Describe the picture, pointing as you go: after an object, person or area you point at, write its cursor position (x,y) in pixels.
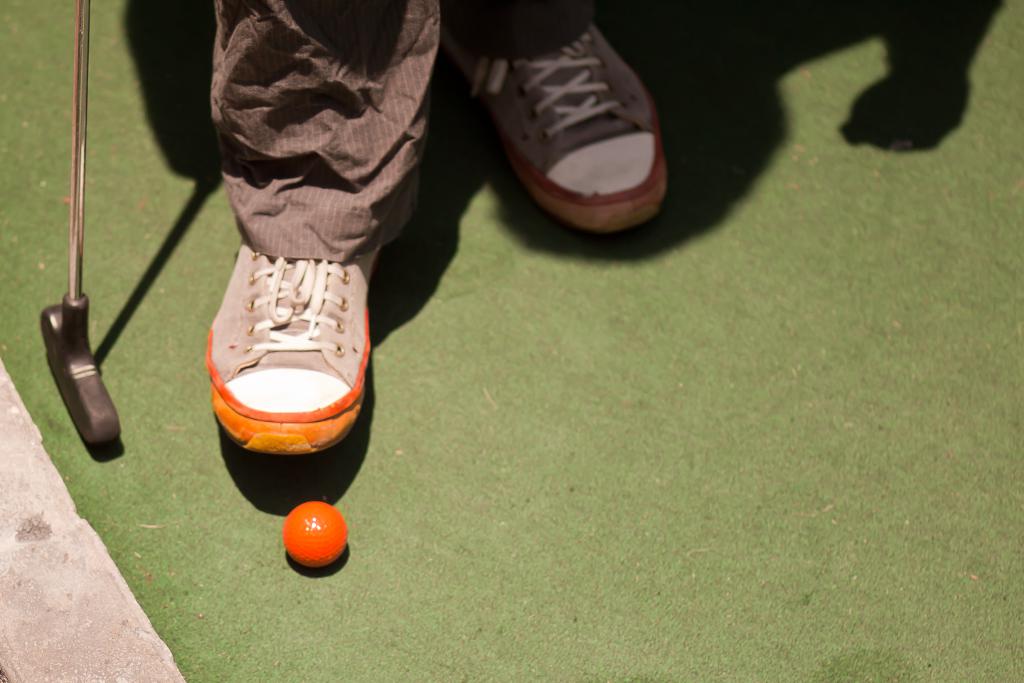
We can see person's legs (338,309), beside this leg (248,211) we can see stick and we can see ball (288,533). We can see shadow (936,46) of person (650,215) on green surface (631,306).
